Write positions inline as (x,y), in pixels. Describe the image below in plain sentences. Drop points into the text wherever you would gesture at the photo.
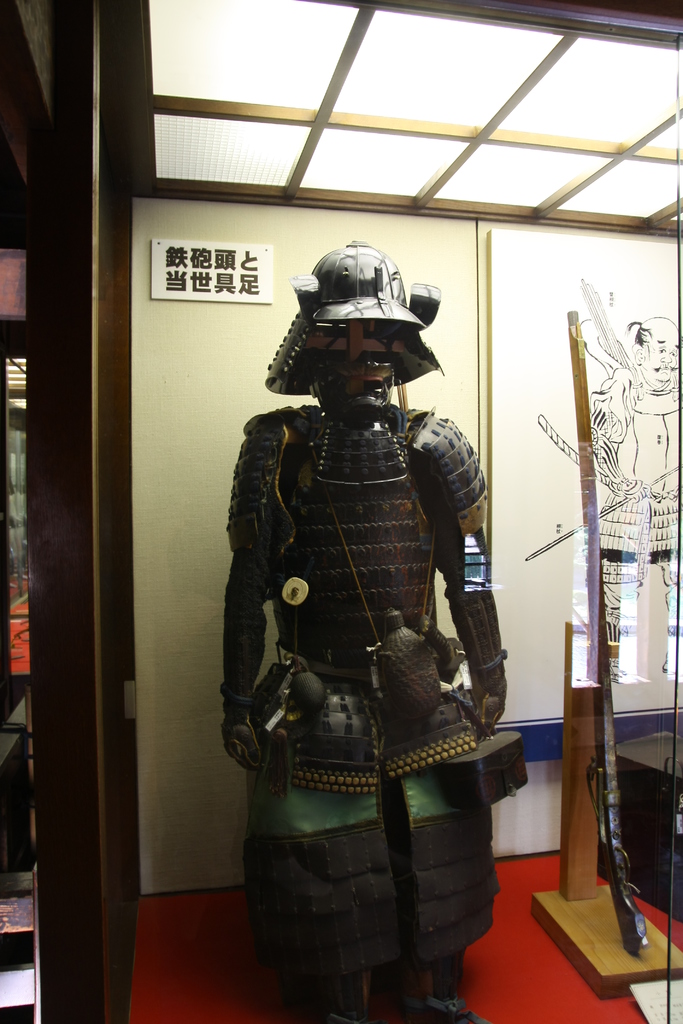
In this image there is a statue (353,582).
